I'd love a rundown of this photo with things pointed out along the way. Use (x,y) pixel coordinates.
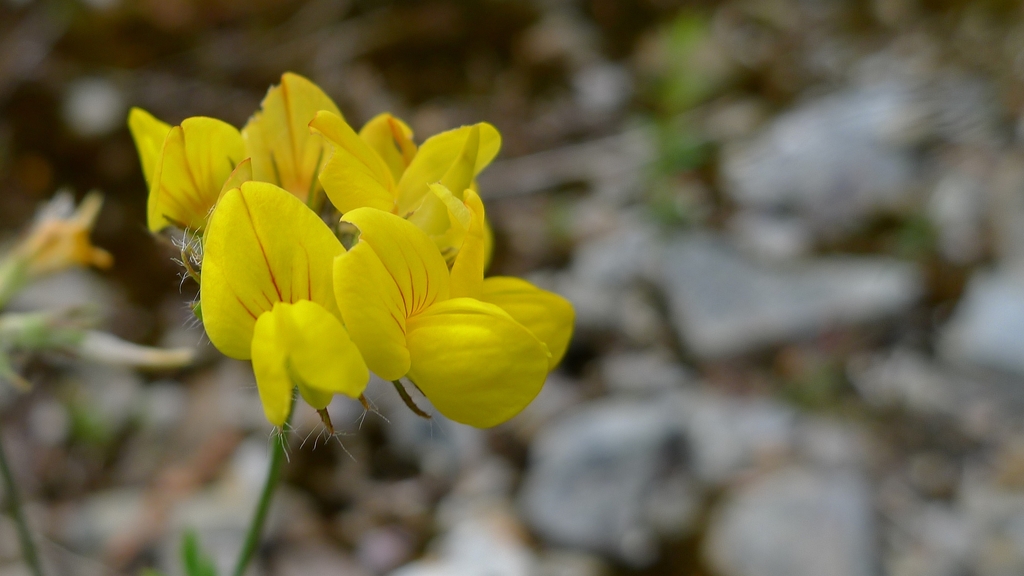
In the image in the center (462,286), we can see few flowers (406,329), which are in yellow color.
